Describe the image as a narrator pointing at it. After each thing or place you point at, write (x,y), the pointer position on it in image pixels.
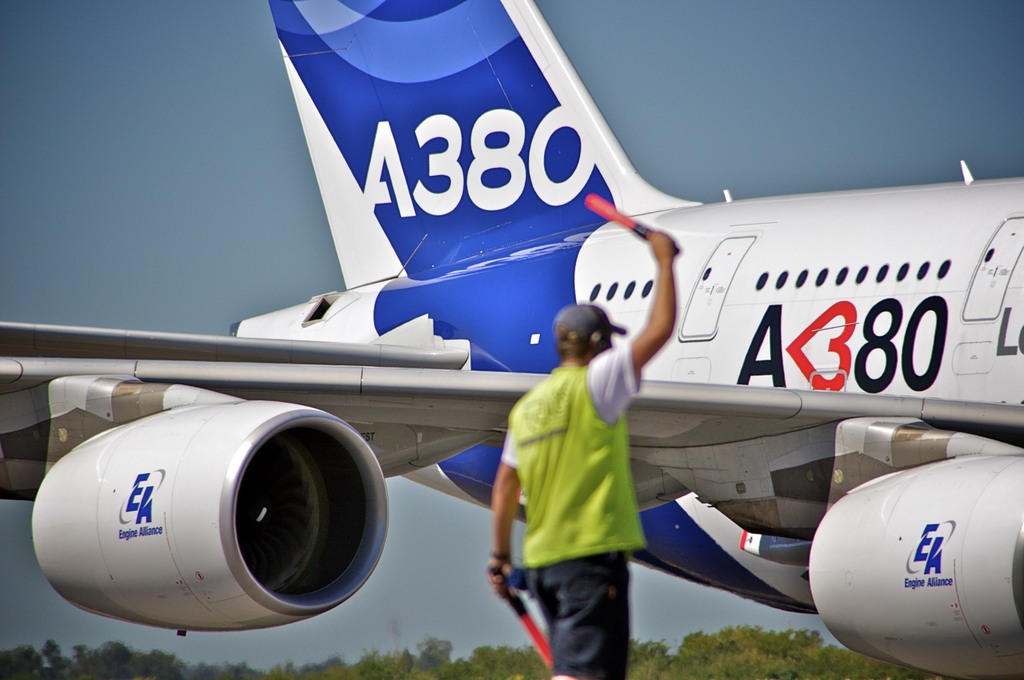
In this image we can see a man (607,456) is standing and holding objects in his hands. In the background (522,360) we can see an aeroplane (530,354), trees (366,662) and sky (776,93).
